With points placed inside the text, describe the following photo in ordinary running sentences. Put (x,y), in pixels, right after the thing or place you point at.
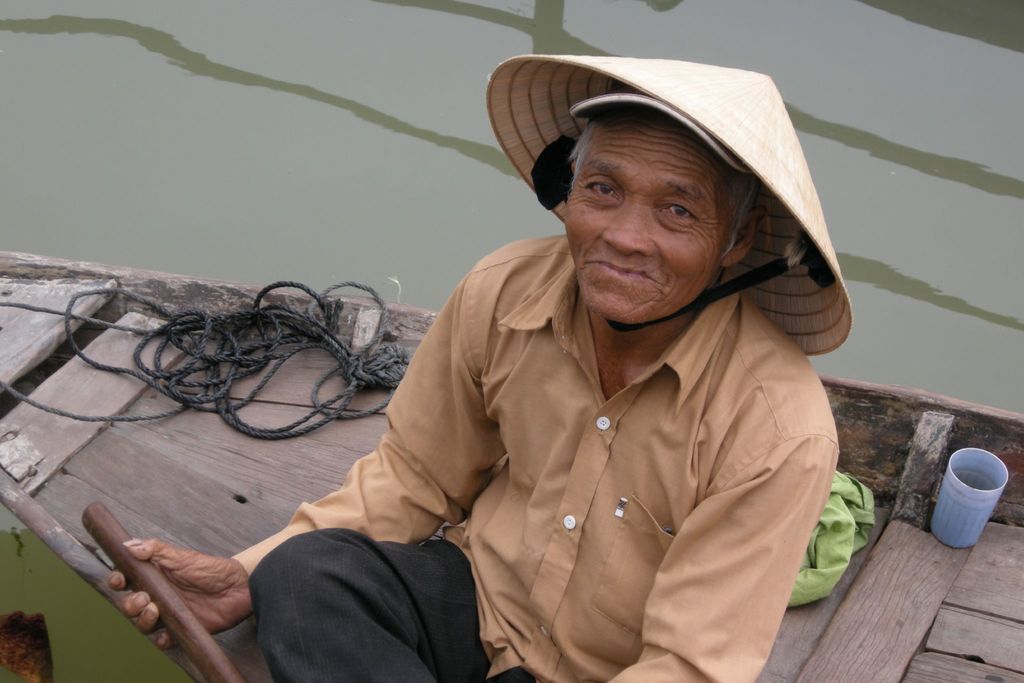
In this image I can see the person (511,490) sitting on the boat (234,459). And the person (294,519) is wearing the hat (707,104). The person (718,102) is also wearing the brown and black color dress (530,478) and holding the paddle (197,636). On the boat (156,467) I can see the black color rope (291,434), blue color glass (948,507) and the cloth (813,581). To the side I can see the water (254,125).
